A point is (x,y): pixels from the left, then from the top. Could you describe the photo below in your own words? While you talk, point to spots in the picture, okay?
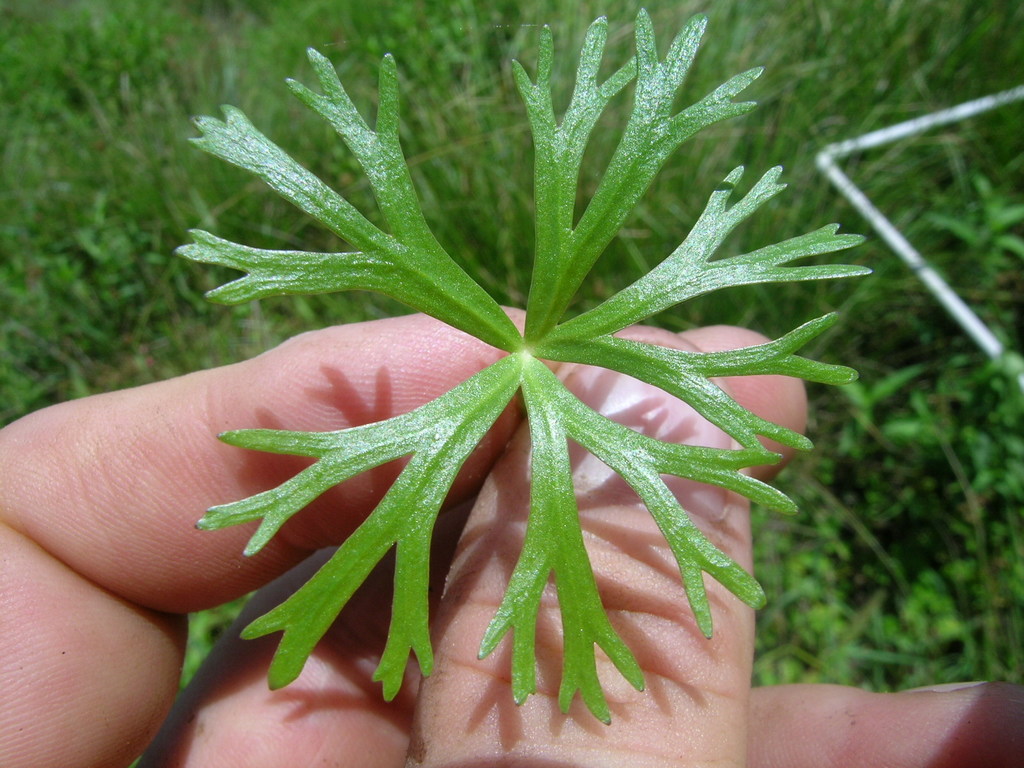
In the center of the image (516,307) we can see a person (432,339) is holding a leaf (542,370). On the right side of the image (957,300) we can see a pipe (957,300). In the background of the image (460,174) we can see some plants (463,226).
